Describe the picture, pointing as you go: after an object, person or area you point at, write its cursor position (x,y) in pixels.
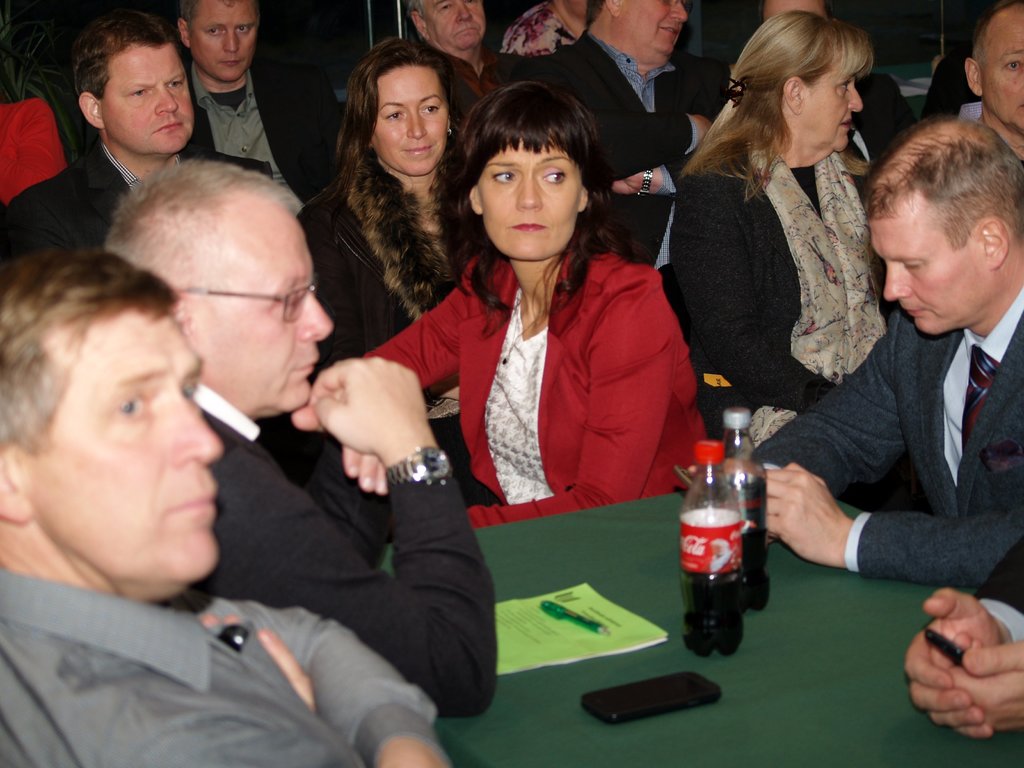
In this image, I can see a group of people (126,449) sitting. At the bottom of the image (630,667), there is a table (762,728) with two bottles (726,627), book (513,660), mobile phone (709,699) and a pen (580,621) on it.
